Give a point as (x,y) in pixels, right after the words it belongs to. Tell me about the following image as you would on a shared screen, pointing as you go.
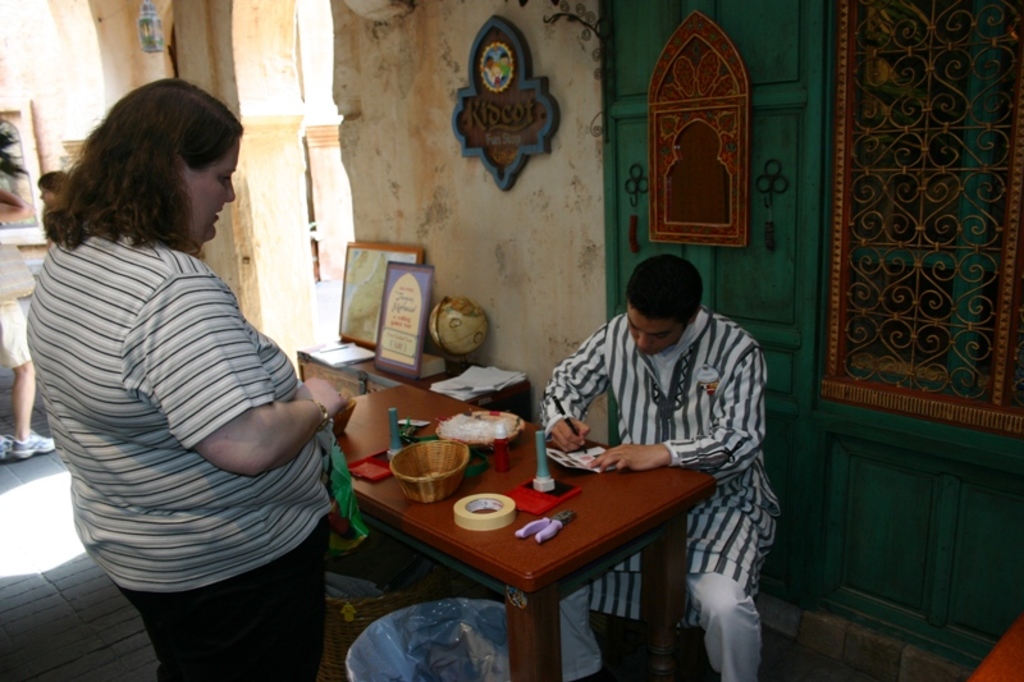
Here we can see a man (715,433) sitting on a chair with table (693,480) in front of him and in front of him there is a woman (115,434) standing, the man (666,459) is writing something on a paper (575,460) with a pen (582,450) and there are lots of things (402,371) on the table (426,403).
